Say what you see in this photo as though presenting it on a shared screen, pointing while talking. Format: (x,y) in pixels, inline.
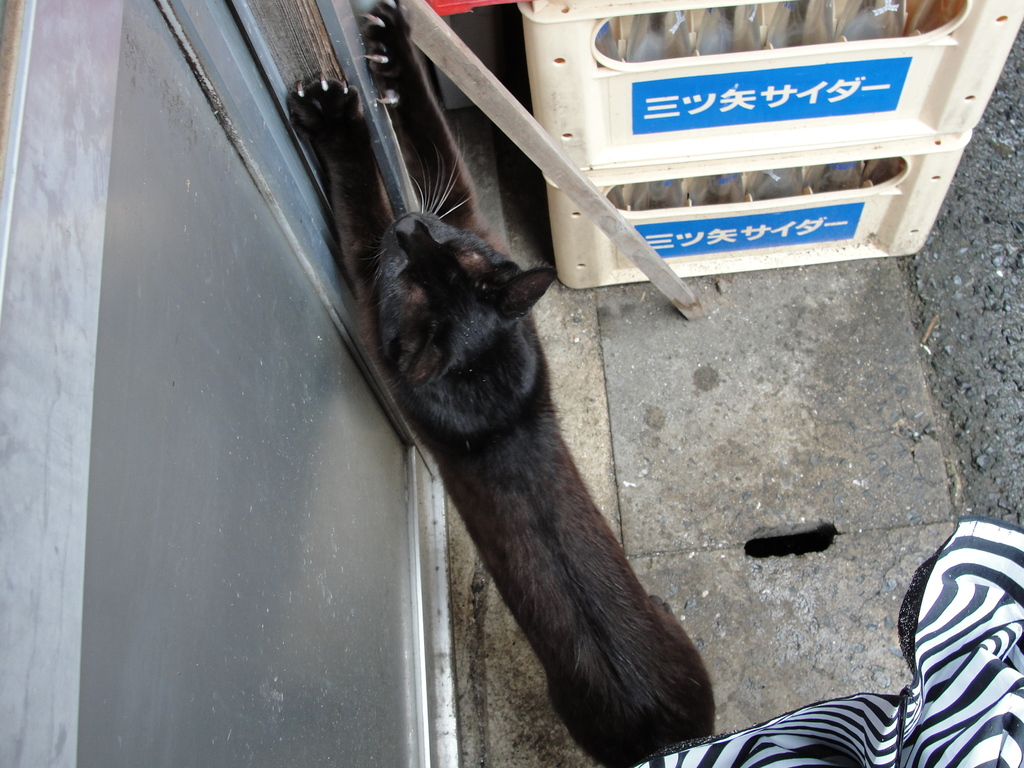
In this picture we can see the black animal (511,497) on the path (541,711) and in front of the animal (421,383) there are plastic containers (666,165) and on the left side of the animal (469,511) it is looking like a door (152,486).
